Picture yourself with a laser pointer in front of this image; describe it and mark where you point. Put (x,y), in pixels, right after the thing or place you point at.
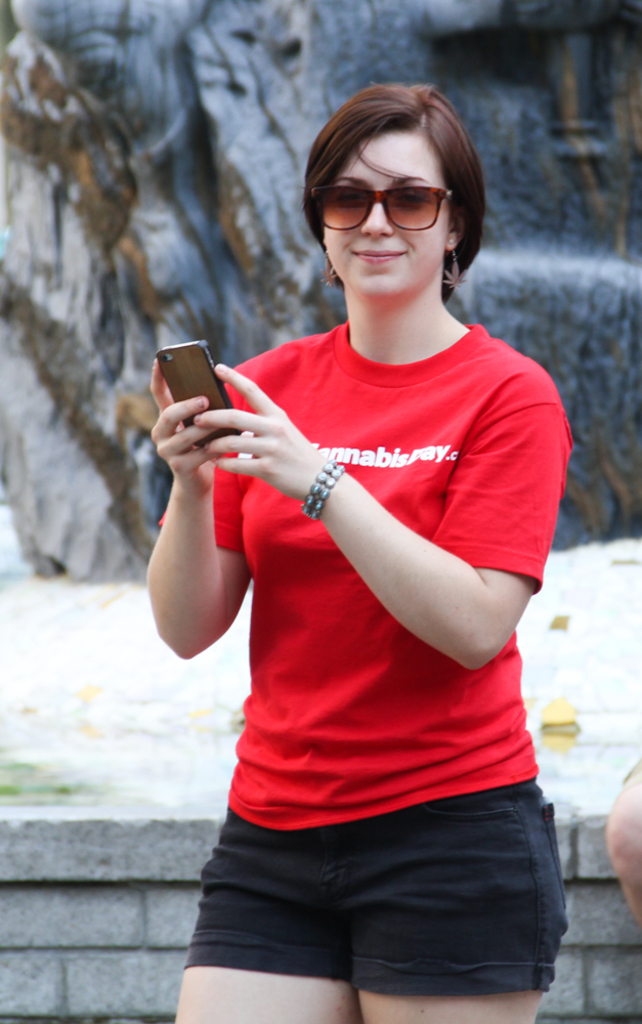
In the middle of the image (346,492) a woman (494,556) is standing and holding a mobile phone (193,350) and smiling. Behind her there is a wall (512,129).
